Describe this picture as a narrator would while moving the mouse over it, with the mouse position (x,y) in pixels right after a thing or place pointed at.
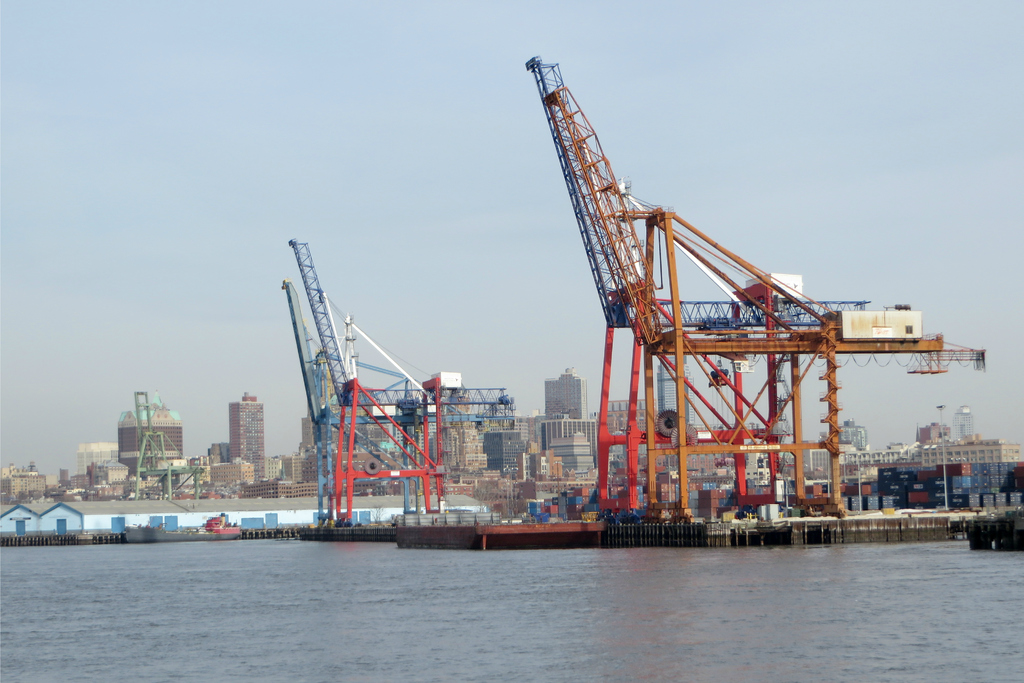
In the foreground of this image (442,474), there is a port (636,530) and in the background (289,479), we can see buildings (545,446) and the sky (354,139).
